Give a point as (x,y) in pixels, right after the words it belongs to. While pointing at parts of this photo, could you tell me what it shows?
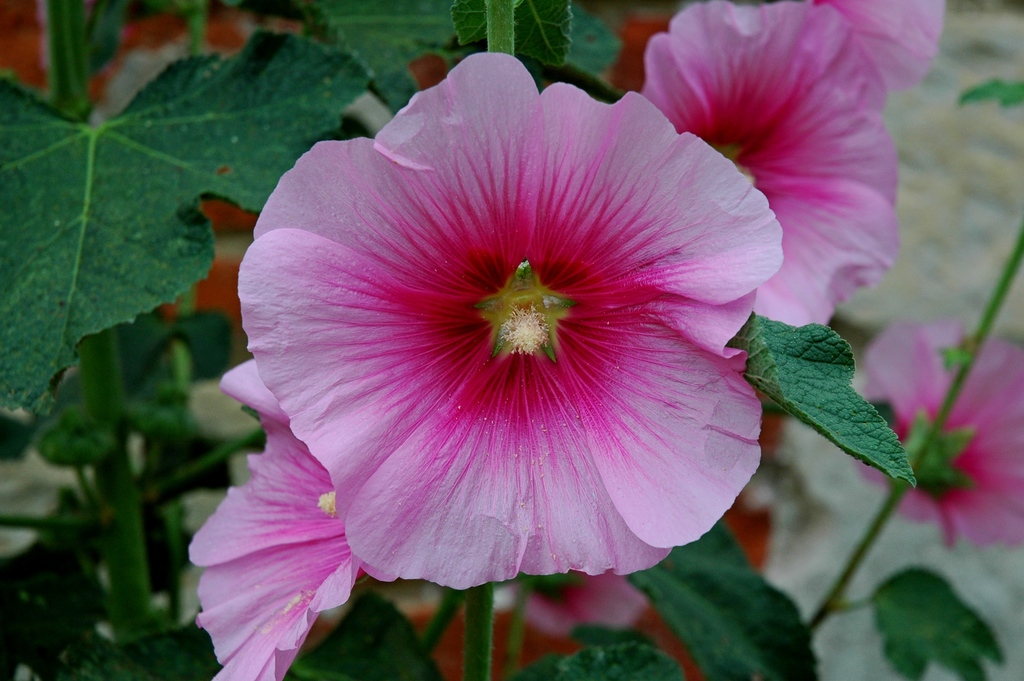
In the image there are pink flowers (520,256) to the plants (582,656).
